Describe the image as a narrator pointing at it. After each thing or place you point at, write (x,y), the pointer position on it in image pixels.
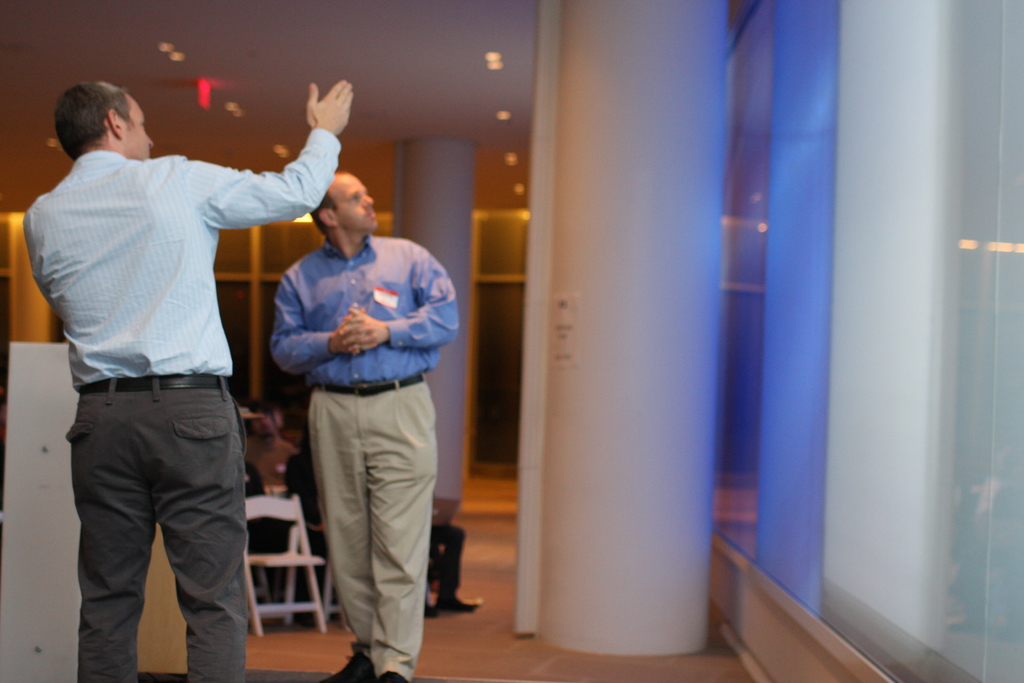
In the picture there are two men (301,300), the first person (96,341) is explaining something there is a pillar (555,444) on the right side (707,281) and behind the pillar (599,9) there is a glass door (726,397) and in the background (230,245) there are few windows (230,245).
